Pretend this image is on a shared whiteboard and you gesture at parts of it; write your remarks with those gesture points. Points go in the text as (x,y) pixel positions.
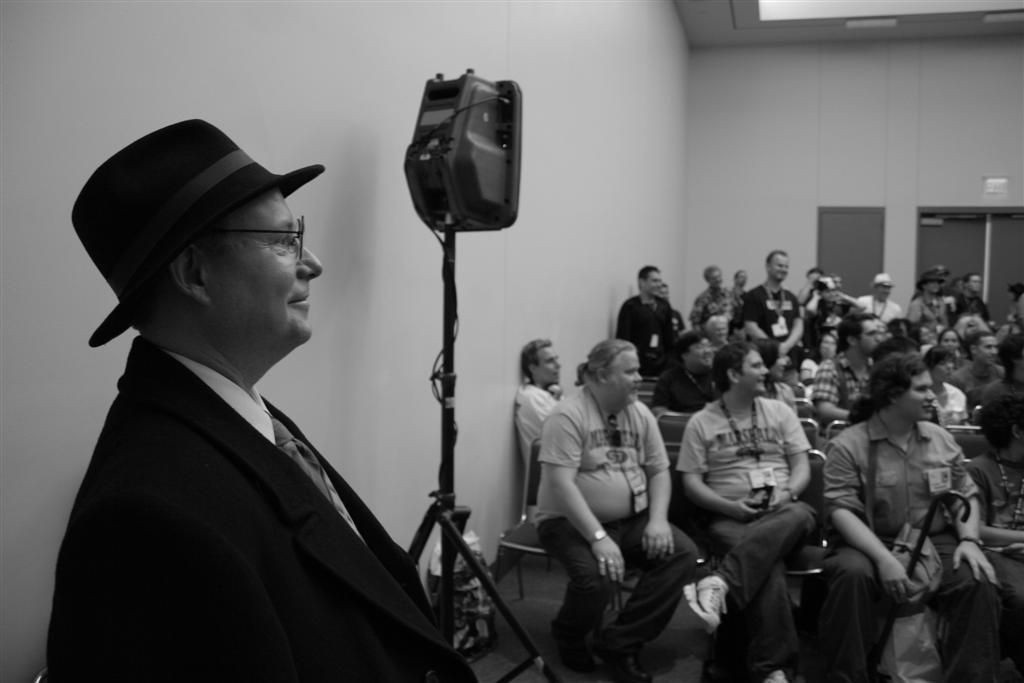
On the left side (286,555) a man (286,555) is there, he wore coat (294,566), shirt (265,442), tie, hat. On the right side (846,480) few people (610,517) are sitting on the chairs (821,469) and looking at that side. This is the wall (570,142).
